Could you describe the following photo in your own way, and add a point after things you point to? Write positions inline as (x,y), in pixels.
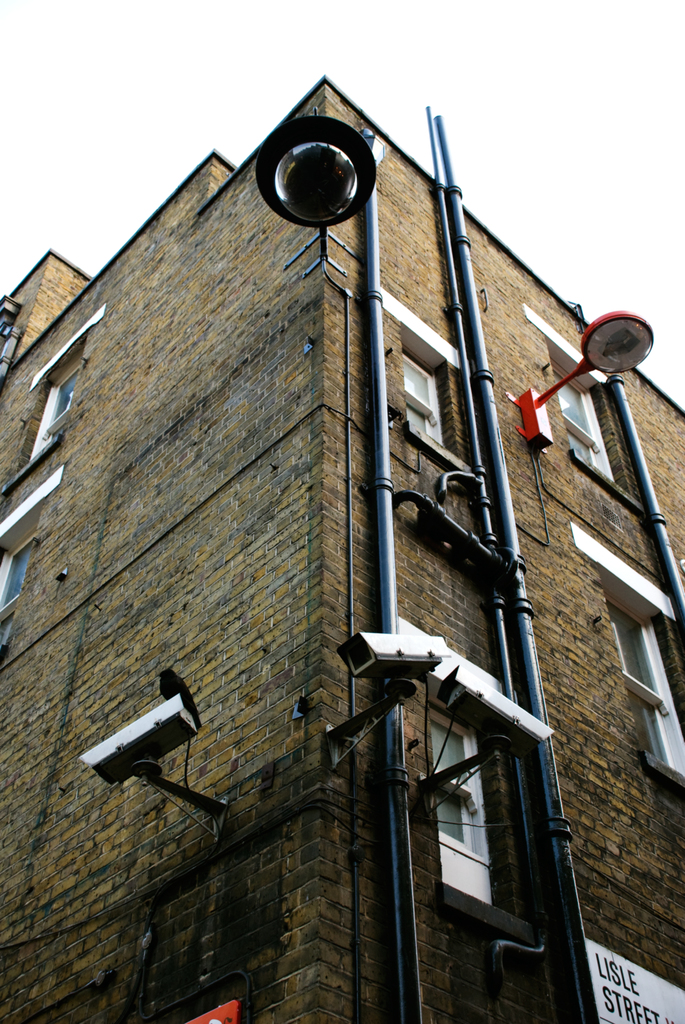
In this image, we can see poles (396,714), cctv cameras (344,652) and lights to a building (216,423).
